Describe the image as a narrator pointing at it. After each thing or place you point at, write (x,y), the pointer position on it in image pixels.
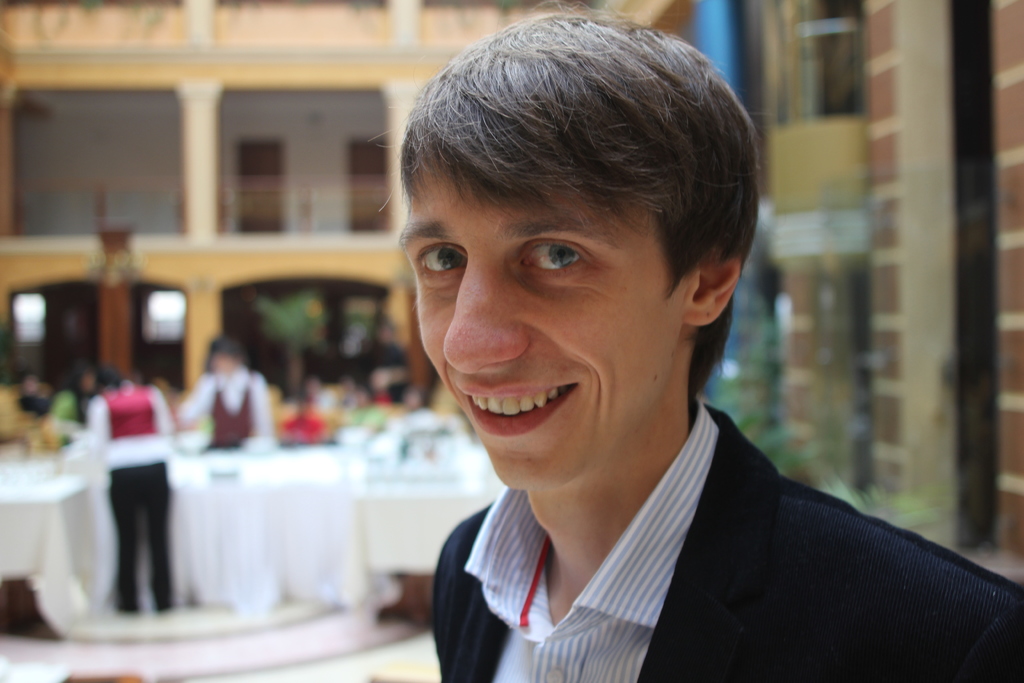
In this picture we can see group of people (123,415), on the right side of the image (702,517) we can see a person (608,417) and the person (571,398) is smiling, in the background (318,463) we can find few tables (420,467) and plants (755,370).
